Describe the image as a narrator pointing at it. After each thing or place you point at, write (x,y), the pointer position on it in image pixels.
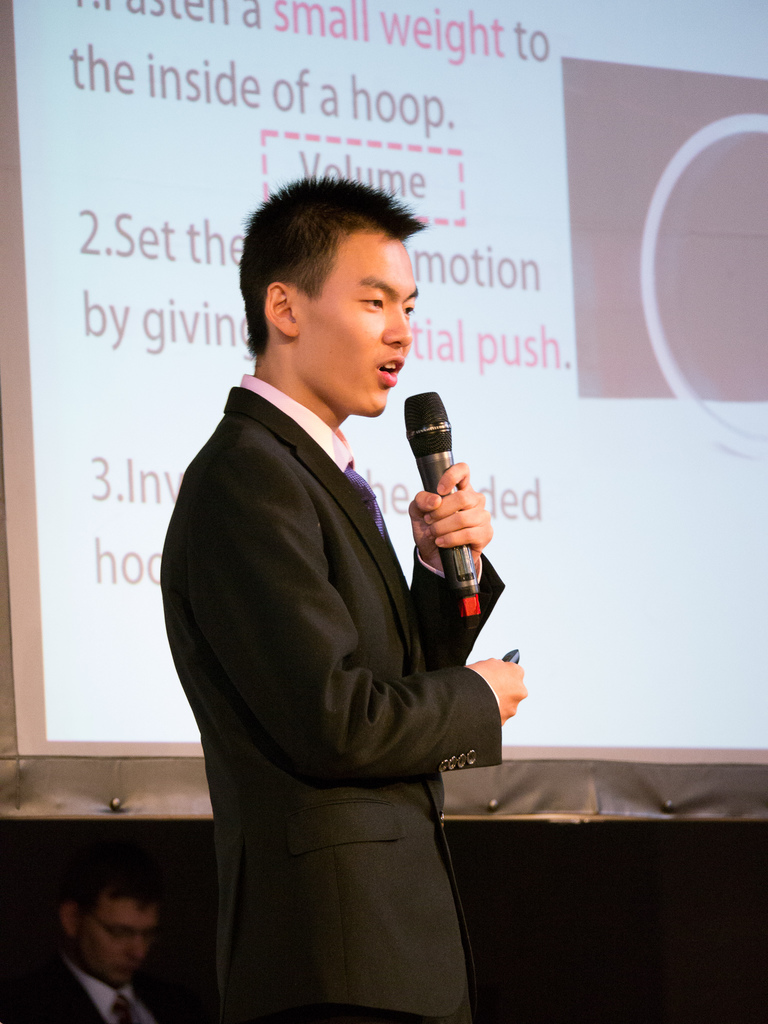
In this picture there is a man (340,364) standing, speaking and there is a microphone (452,563) in his left hand (437,521) and background (436,378) that is a screen (622,566).
